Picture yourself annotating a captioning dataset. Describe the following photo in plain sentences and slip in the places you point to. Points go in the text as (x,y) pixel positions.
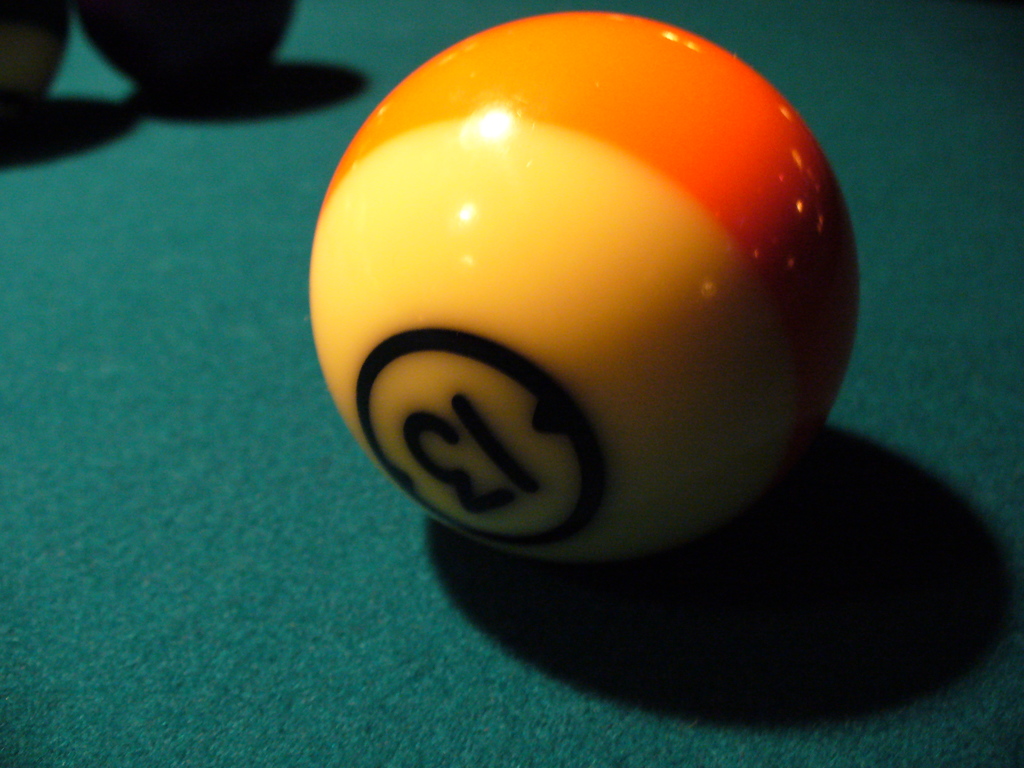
In this image I can see the balls (344,218) on the billiard board (439,625). The board (373,615) is green color and the ball (639,336) is in yellow and orange color.
